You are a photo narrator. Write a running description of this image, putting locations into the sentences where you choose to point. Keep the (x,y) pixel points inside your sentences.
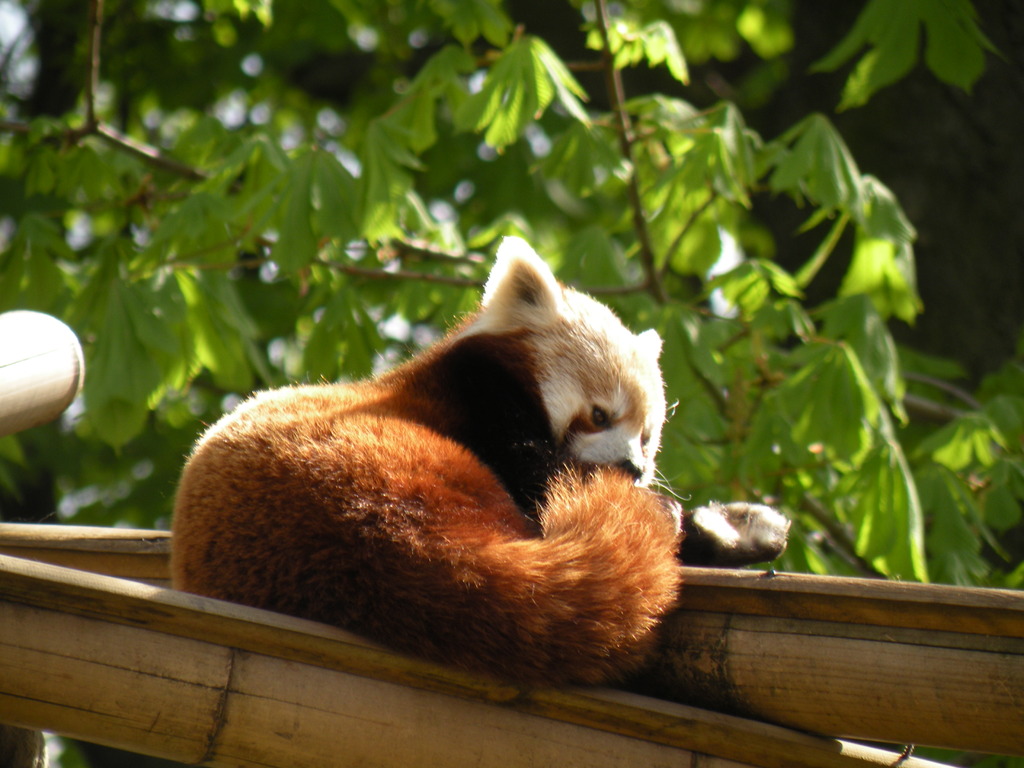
In this image I can see an animal (413,540) which is in white and brown color. It is on the wooden logs (451,679). In the background (452,161) I can see many trees (371,202).
